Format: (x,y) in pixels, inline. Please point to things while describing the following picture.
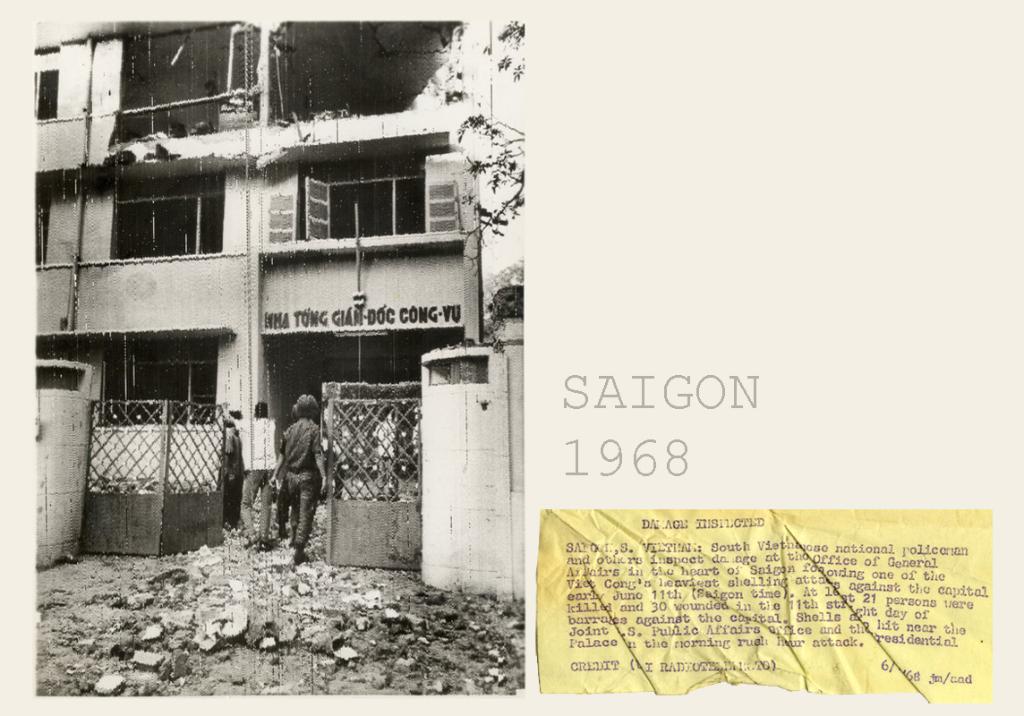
In this image I can see a building (306,320), iron gates (189,469) and I can see few people (229,436) are standing. I can also see something is written on this wall (319,323). On right side of this image (733,631) I can see yellow colour paper (622,606) and on it I can see something is written. I can also see few more words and numbers (569,459) over here. I can see this image is black and white in colour.
